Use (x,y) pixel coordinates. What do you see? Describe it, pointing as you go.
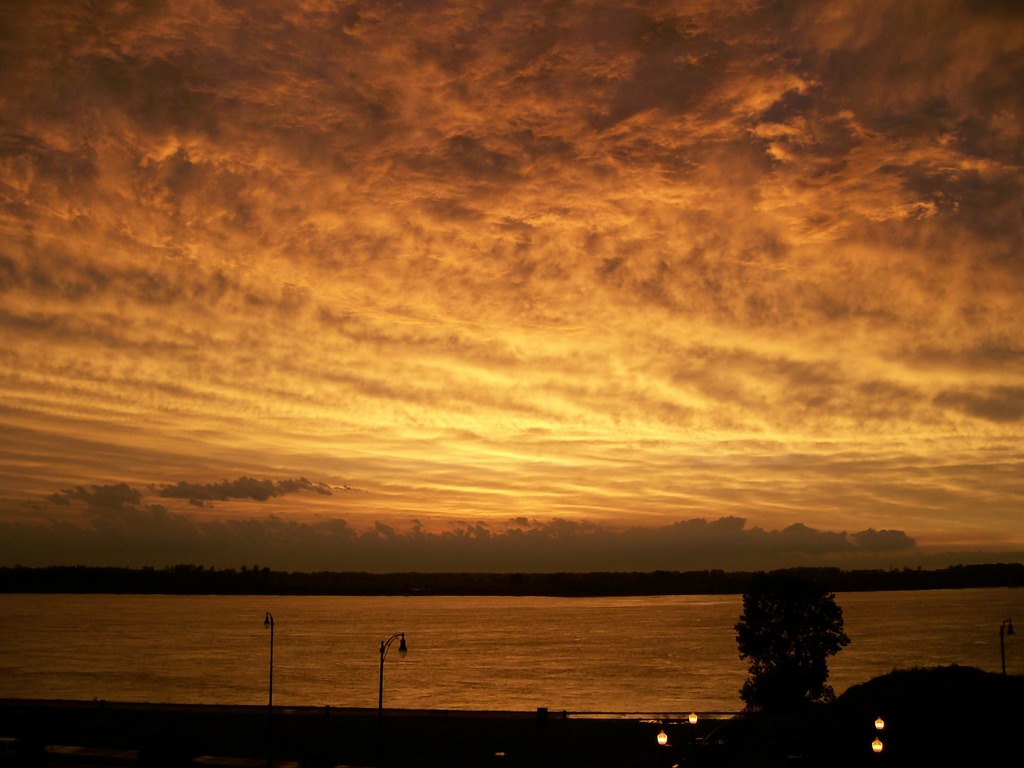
In this image there is a road (641,726) with lamps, in the background (738,709) there is a river (624,710), trees (775,709) and the sky (459,450).
